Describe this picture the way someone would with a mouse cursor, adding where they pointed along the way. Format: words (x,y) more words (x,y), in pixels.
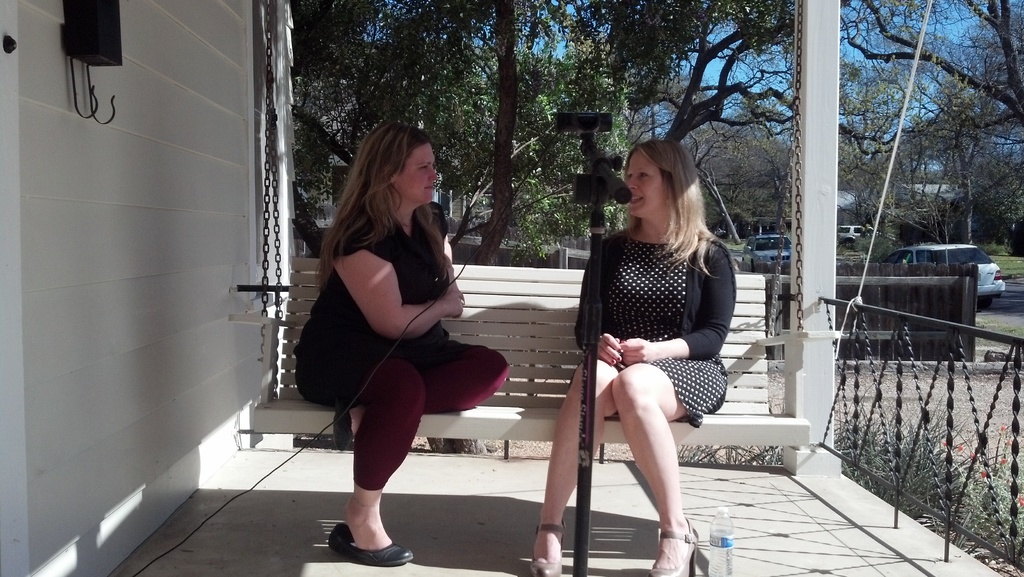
In this picture there is a woman (432,265) who is wearing black top (417,346), trouser (417,400) and shoe (354,549). Beside her we can see another woman (713,330) who is wearing black dress (673,381) and sandal (651,574). Both of them are sitting on the bench (541,412). On the right (976,263) we can see two cars (958,255) on the road (1006,295). In the background (545,121) we can see many trees (899,153) and building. Here it's a sky (717,62). Here we can see plants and grass (894,430) near to the wooden fencing (945,349). On the bottom (712,564) there is a water bottle (729,531).
